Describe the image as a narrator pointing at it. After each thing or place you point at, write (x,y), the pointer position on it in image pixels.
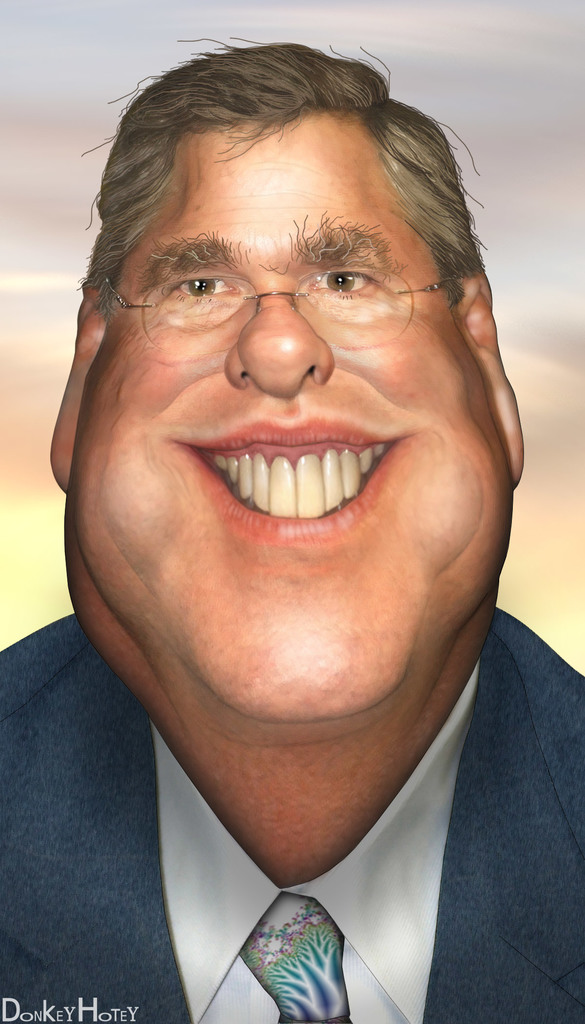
In this image we can see an edited picture of a person (284,247) wearing a suit (490,895).
